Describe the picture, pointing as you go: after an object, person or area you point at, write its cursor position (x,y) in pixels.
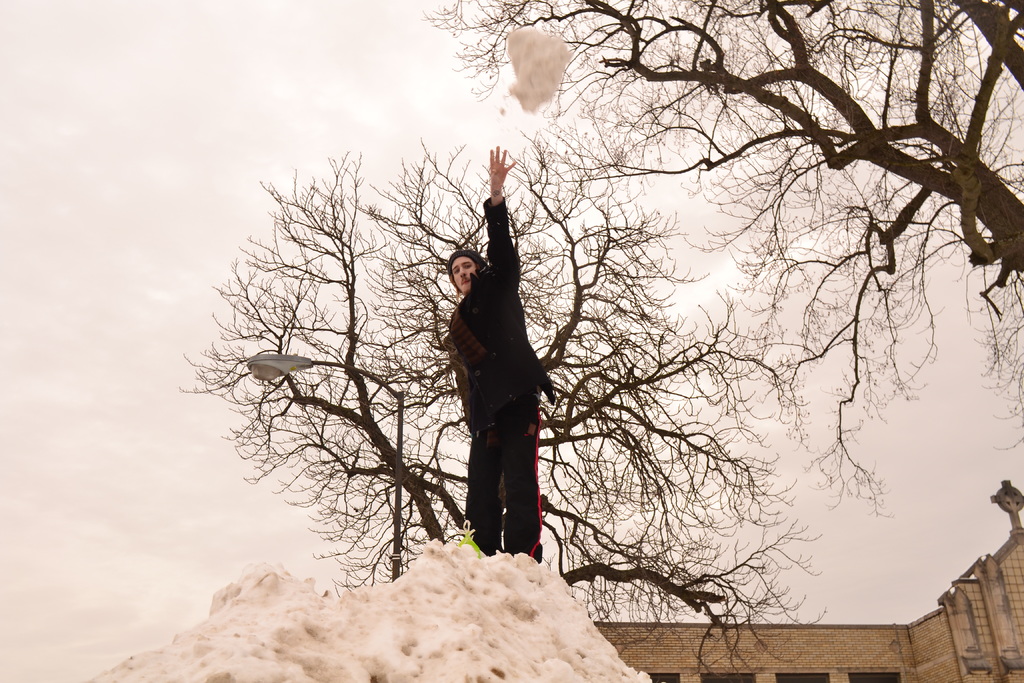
In this image there is a man (479,385) standing on the ground (430,611). There is the snow (407,649) on the ground (526,623). Beside him there is a street light pole (397,453). Behind him there are trees (612,336) and a building (838,645). There is snow (535,70) in the air (113,65). At the top (174,69) there is the sky (94,397).
